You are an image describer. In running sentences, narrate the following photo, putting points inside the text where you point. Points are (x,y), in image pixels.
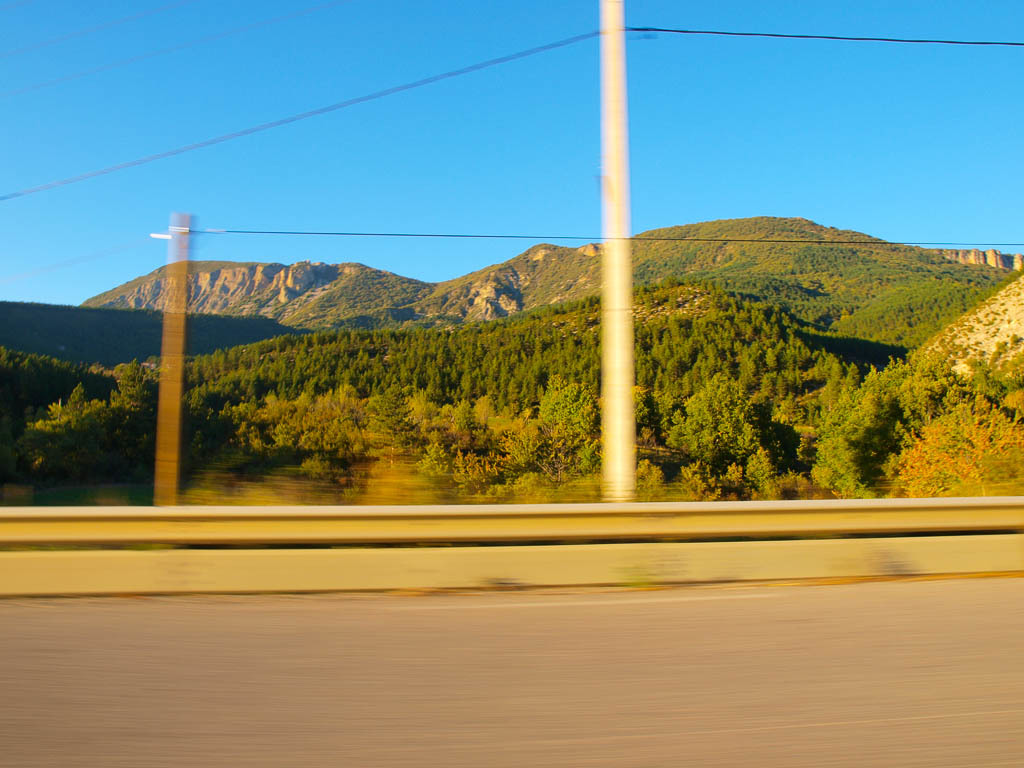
This picture shows a few trees (652,344) and we see couple of poles (611,258) and a blue sky (457,82).
